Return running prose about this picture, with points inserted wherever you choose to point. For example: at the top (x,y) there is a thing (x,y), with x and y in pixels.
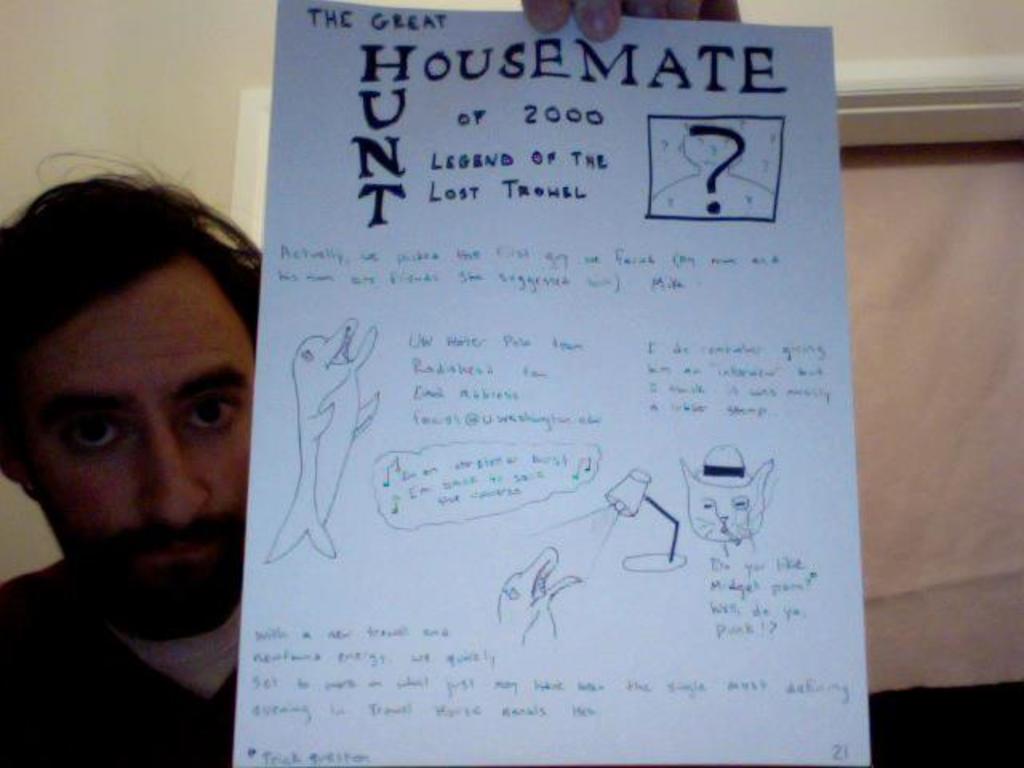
In this image I can see a person (115,506) wearing white and black colored dress (148,650) is holding a paper (416,454) in his hand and I can see something is written on the paper (568,403) with the black colored pen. In the background (211,180) I can see the wall (91,61) and the cream colored cloth (937,409).
